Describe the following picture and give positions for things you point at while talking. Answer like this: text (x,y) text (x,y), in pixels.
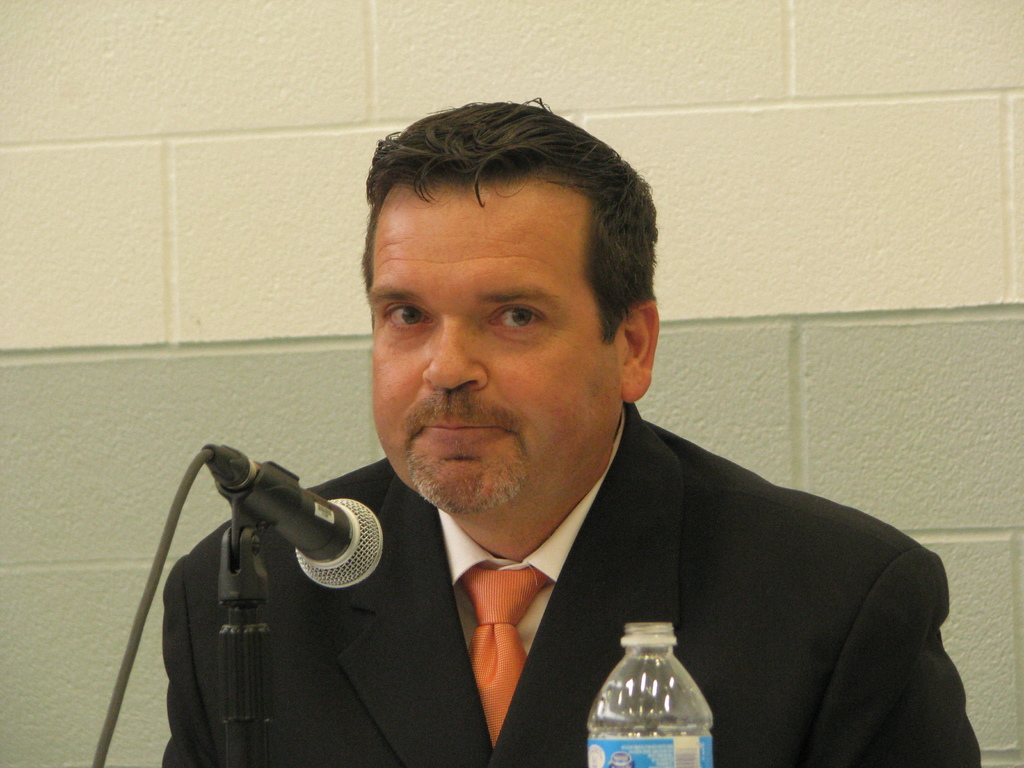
In this Image I see a man (845,718) and there is a mic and a bottle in front of him. In the background (27,56) i see the wall (1021,667).
